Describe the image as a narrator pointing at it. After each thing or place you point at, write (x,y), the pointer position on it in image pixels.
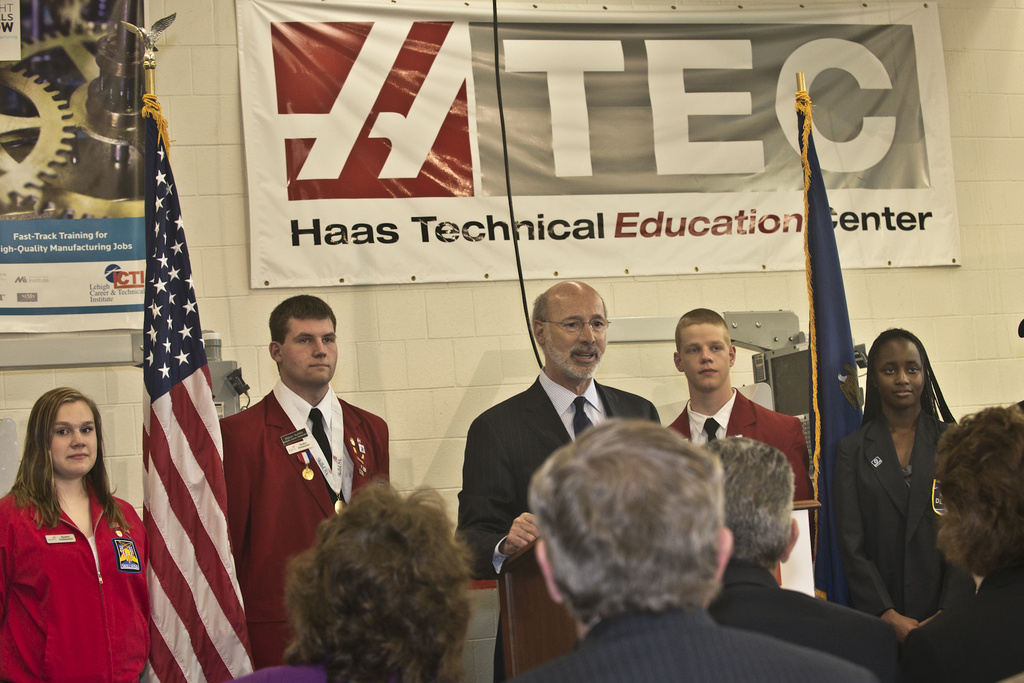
Banners (318,135) are on the wall (21,424). These are flags (858,383). In-front of this person (515,402) there is a podium (534,627). Here we can see people (898,573).
